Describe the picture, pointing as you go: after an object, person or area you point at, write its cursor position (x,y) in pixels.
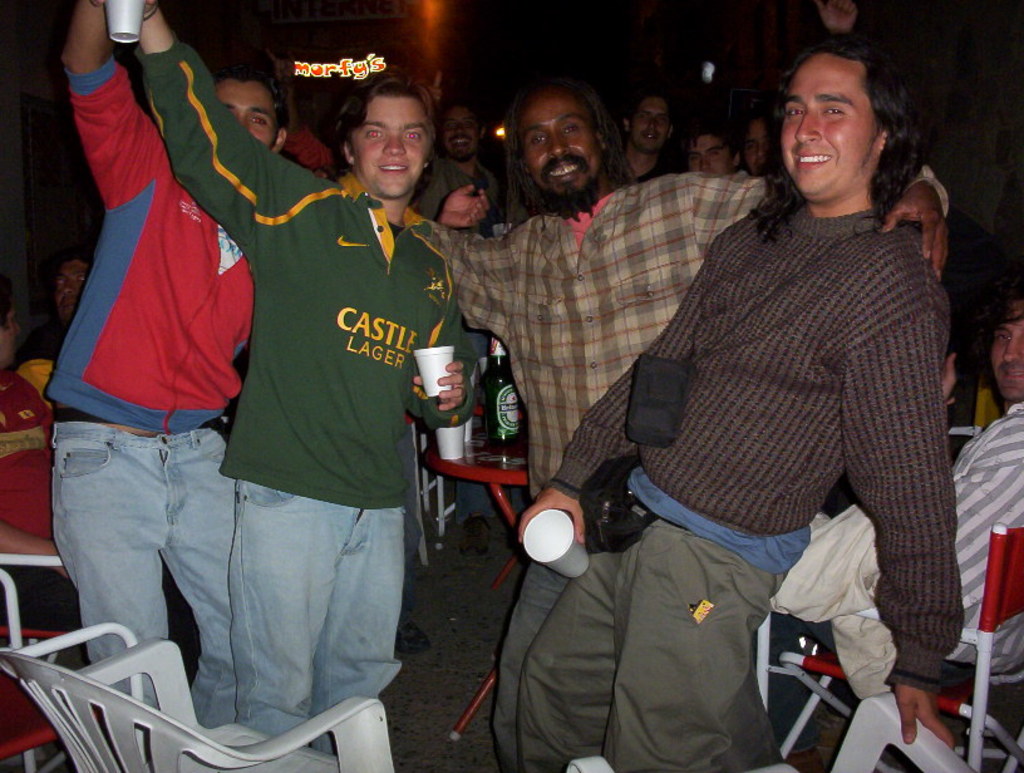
In this image I can see the group of people (542,463). Among these people (189,375) I can see few people (272,374) are standing and few are sitting on the chairs (318,723). These people (376,325) are wearing the different color dresses (429,234). And I can see two people (282,170) are holding the white color cups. I can see the bottle (514,415) and cups (456,436) on the red color table (510,472).
